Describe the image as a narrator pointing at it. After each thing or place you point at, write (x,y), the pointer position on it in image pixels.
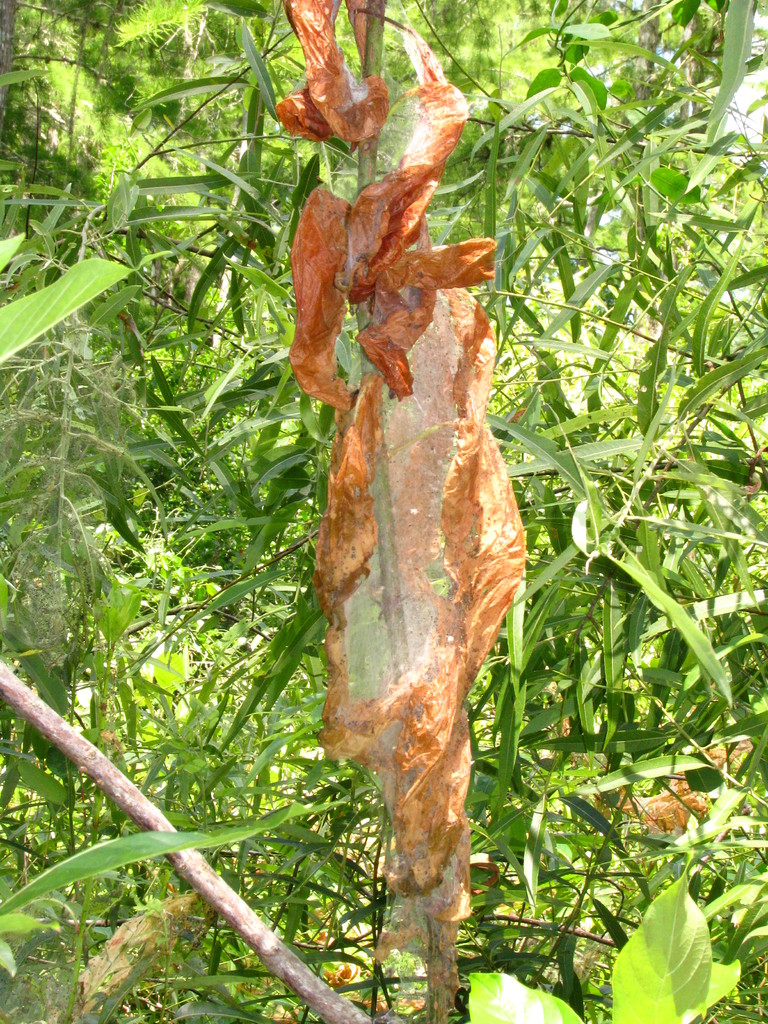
In this image there are plants (507,788) in the middle (297,634). In the middle (402,646) there is a web (418,549) which is formed by the dry leaves (469,679). At the bottom (204,874) there is a stick (202,858).
